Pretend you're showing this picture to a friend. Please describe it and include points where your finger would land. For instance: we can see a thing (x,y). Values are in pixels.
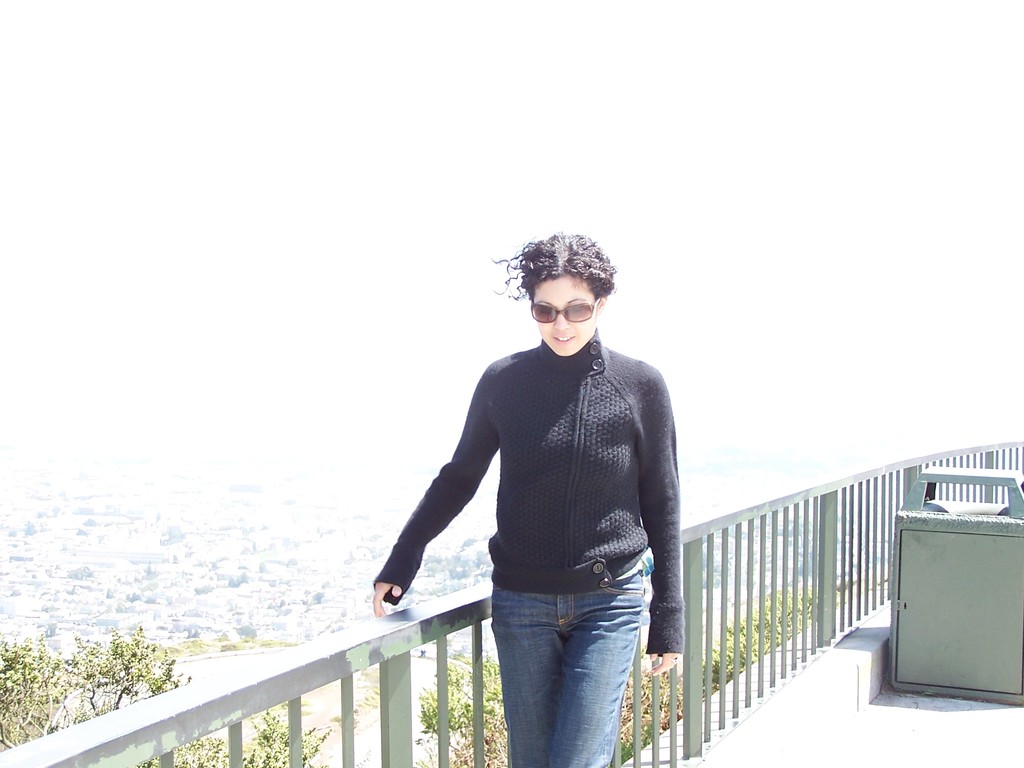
In this picture we can see a woman (538,295) wearing a black sweater (661,460) standing beside an iron railing (478,706). In the background (36,681), we can see trees (160,651).
